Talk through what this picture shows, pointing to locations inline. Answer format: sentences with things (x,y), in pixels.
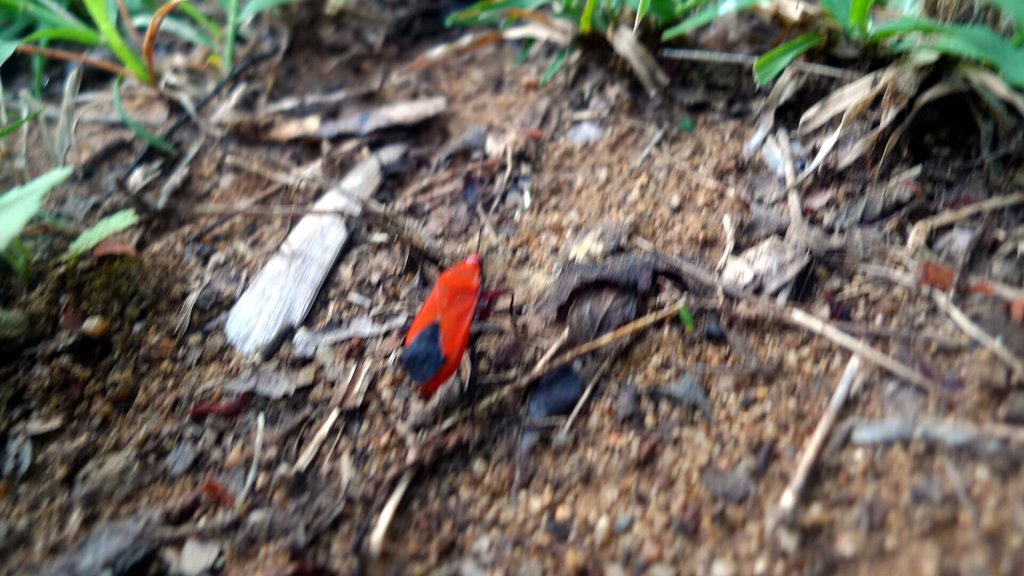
In this image we can see grass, insect (442,331) and wooden pieces (283,320) on the ground (402,292).
